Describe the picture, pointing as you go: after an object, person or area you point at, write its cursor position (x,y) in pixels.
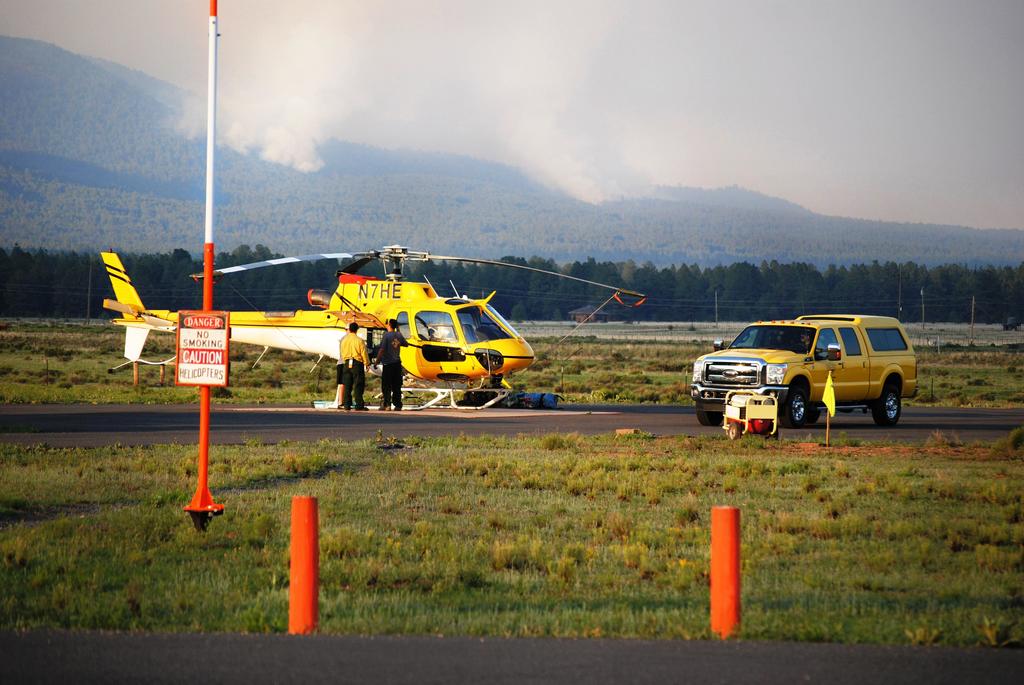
In the foreground of the image (423,596) we can see the grass (519,487). In the middle of the image (411,367) we can see a helicopter (377,368), car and two persons (362,368) are standing. On the top of the image (518,121) we can see the sky (982,196) and trees (758,268).
